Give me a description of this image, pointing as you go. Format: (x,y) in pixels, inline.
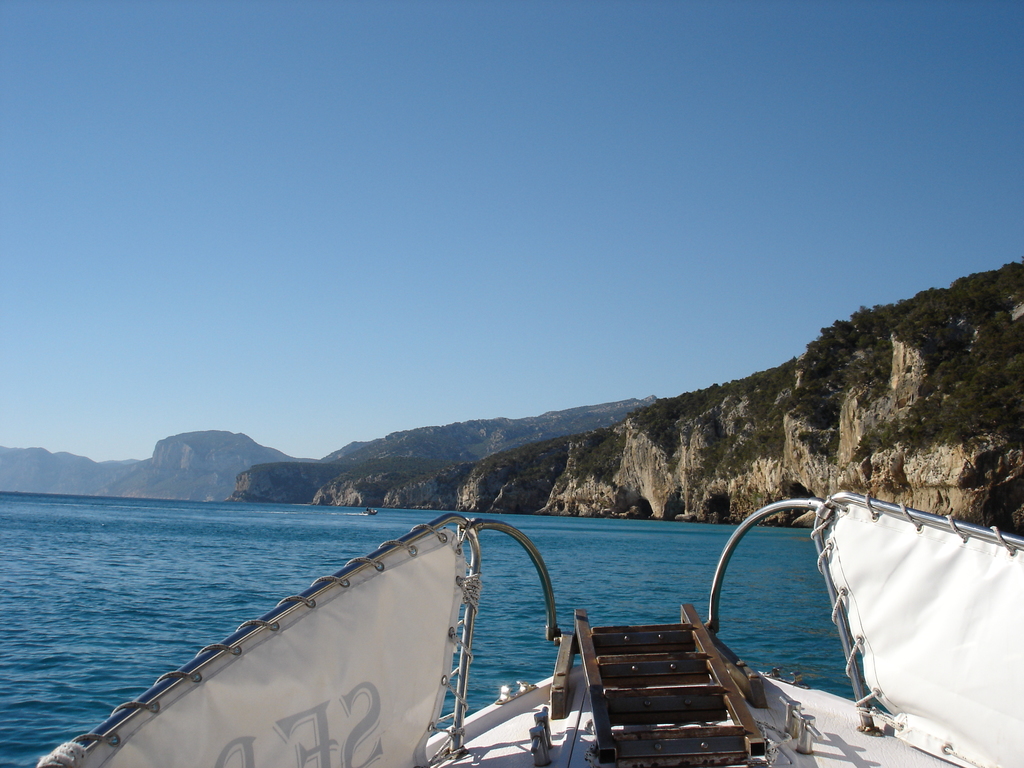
In this image, we can see a ship (512,728) sailing on the water (692,575). We can see some hills (587,465) and the sky (549,54). We can also see an object (603,719) on the ship (730,730).
